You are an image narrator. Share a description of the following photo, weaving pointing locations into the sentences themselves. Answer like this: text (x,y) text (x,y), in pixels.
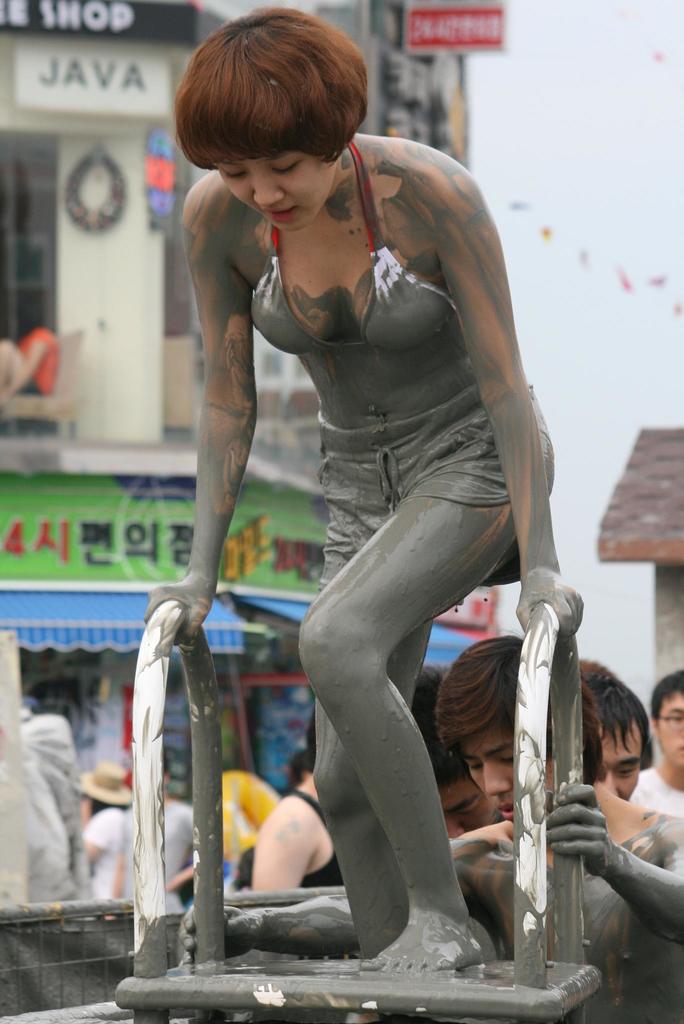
In this image, we can see a lady (399,558) standing on the stand (580,727) and in the background (642,746), there are some people (609,731) and there is a building (443,62).
